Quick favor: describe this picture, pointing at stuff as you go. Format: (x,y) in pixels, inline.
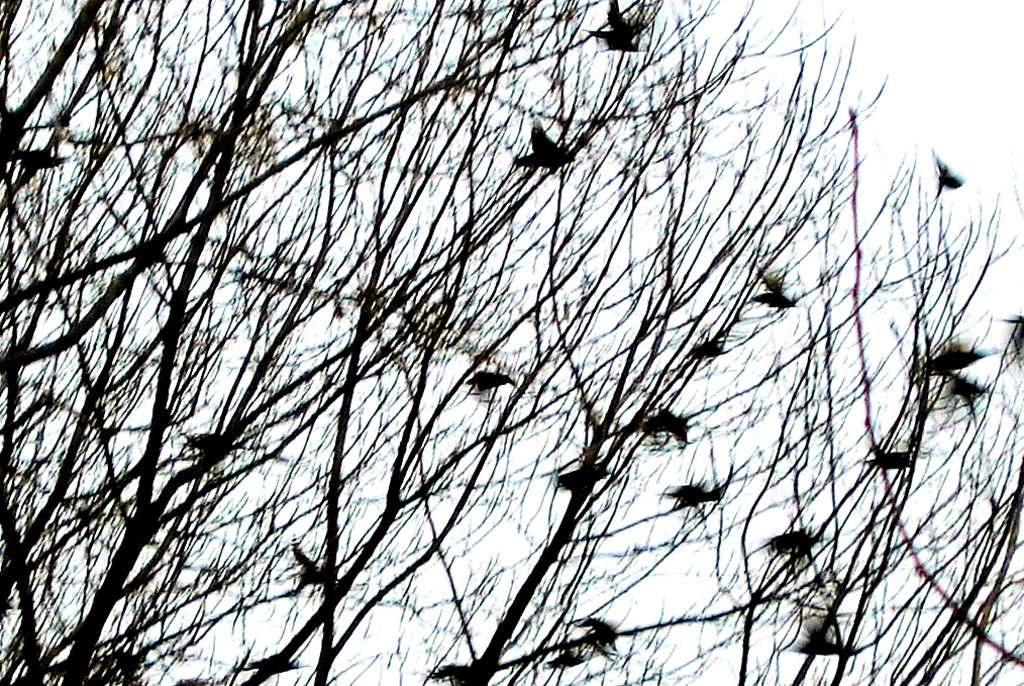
In this image, we can see some dried trees (322,656), birds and the sky (671,348).
